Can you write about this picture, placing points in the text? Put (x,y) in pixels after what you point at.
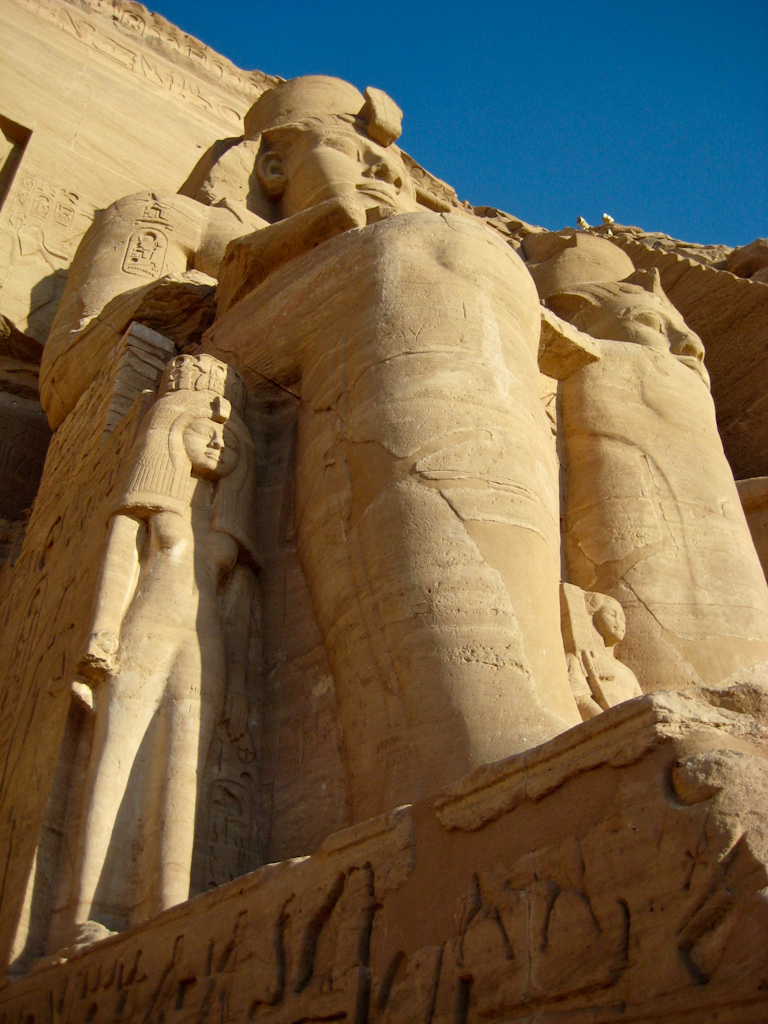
In the picture there are huge sculptures (159,461) carved on the wall (133,109) and there is a bright sunlight (418,565) falling on those sculptures (378,630).
